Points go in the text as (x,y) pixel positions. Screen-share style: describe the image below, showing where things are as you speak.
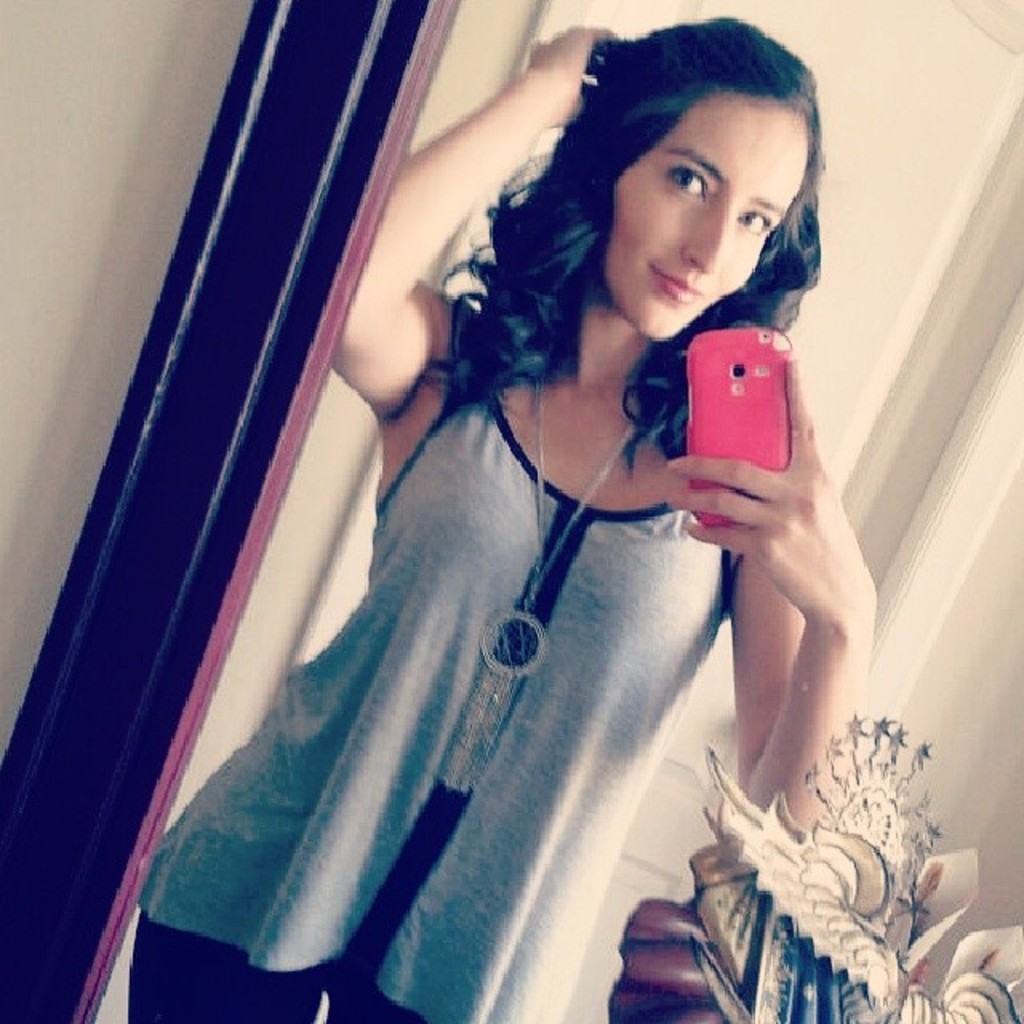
In the mirror (815,323) reflection I can see the woman (797,631) who is wearing grey t-shirt (535,746) and black trouser (162,964). She is holding a mobile phone (773,390) and she is smiling. Behind her there is a door (959,233). On the left (96,336) there is a wall (25,441). In the bottom right corner (737,978) i can see some designs (879,959).
